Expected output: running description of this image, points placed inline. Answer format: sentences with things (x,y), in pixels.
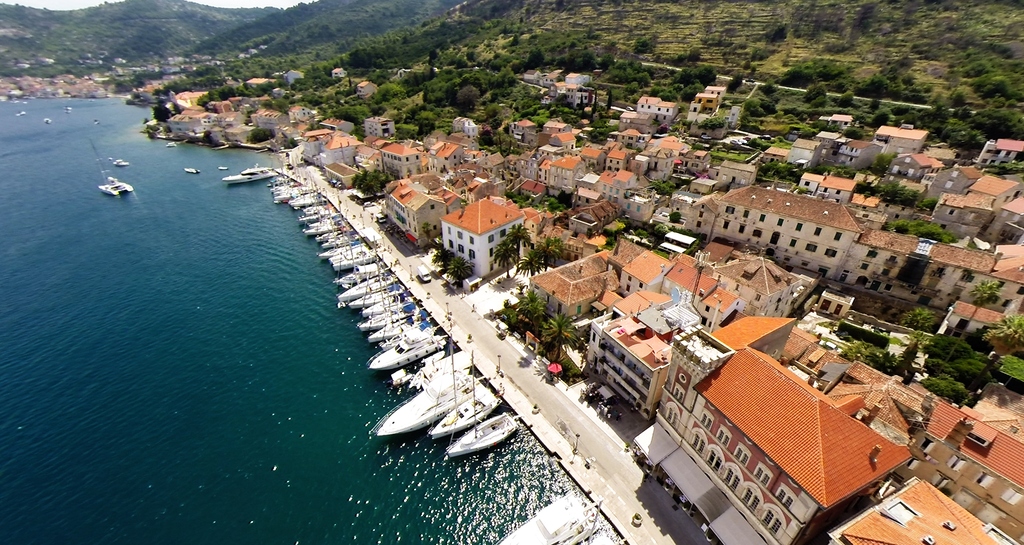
In this picture we can see few boats (296,193) on the water (310,297), beside the water (303,274) we can see few buildings (634,204) and trees (628,223), in the background (468,67) we can see hills (395,41).
